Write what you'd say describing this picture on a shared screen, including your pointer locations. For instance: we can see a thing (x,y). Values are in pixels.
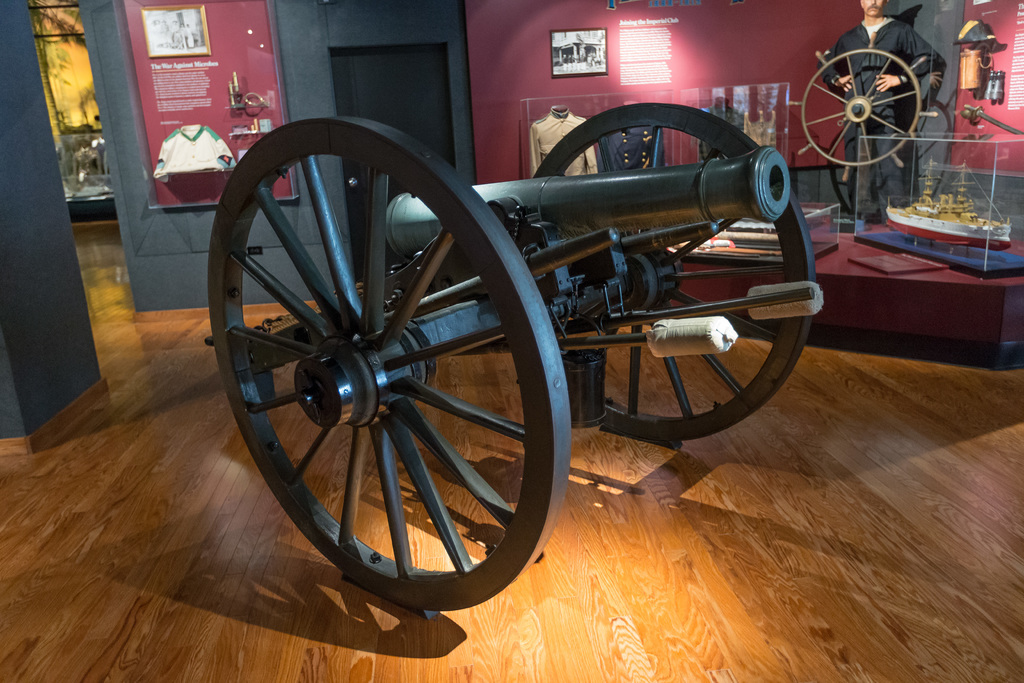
In this picture we can see a cannon (607,324) in the front (624,299), in the background (500,18) there is a wall (457,40) and a door (429,65), we can see photo frame (551,39) on the wall (520,57), on the left side (259,75) there is a board (206,69), we can see some text (155,87) on the board (200,92), on the right side (916,67) we can see a statue of a person (870,56), steering (919,103) and clothes (642,133), we can also see a replica of a ship (957,225). At the bottom (730,582) there is floor (707,573).
